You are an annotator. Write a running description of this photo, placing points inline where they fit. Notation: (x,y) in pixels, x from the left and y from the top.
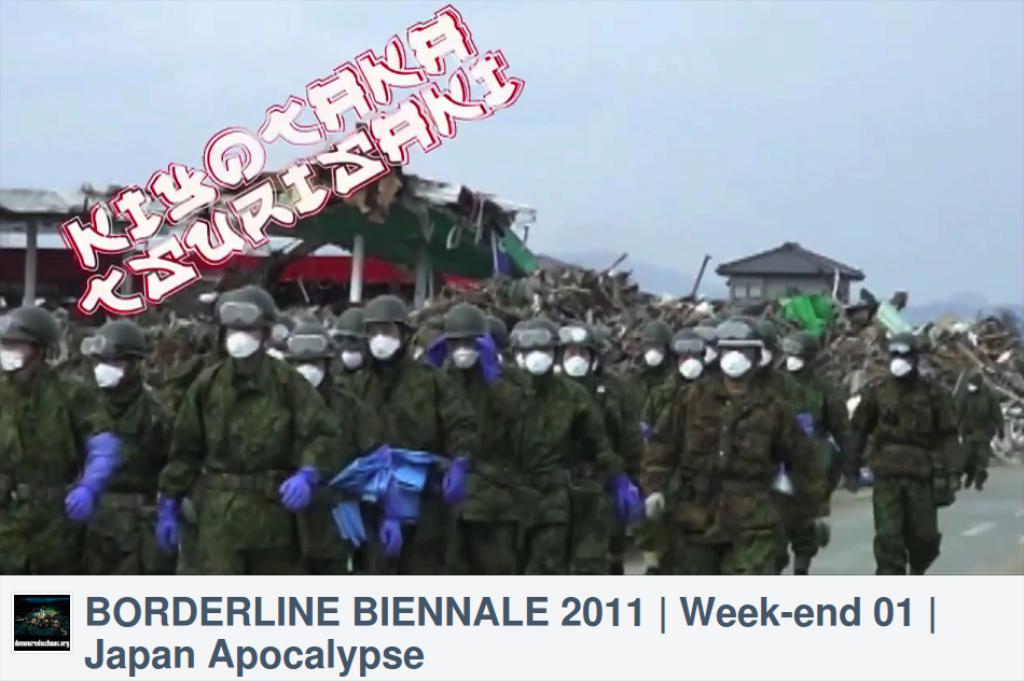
In this picture, we see the people (608,408) in the uniform (769,395) are walking on the road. On the left side (293,249), we see a green tent (456,256) and a building (239,257) in white and red color. In the background (749,292), we see a building (748,279) with a grey color roof (771,272). There are hills (662,275) in the background (675,270). At the top (502,162), we see the sky (707,177) and at the bottom (384,601), we see some text (517,624) written. This picture might be a poster.
